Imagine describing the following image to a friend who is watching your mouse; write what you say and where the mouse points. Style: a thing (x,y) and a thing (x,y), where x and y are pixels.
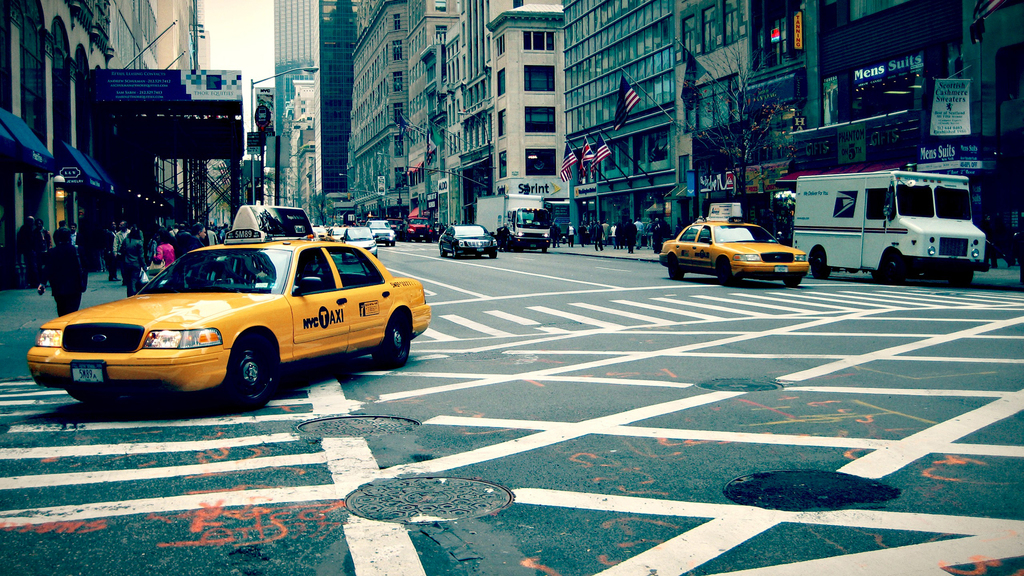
In this image we can see cars (327,287) travelling on the road (787,295), here is the vehicle (857,216), here are the flags (693,88), here are the buildings (556,85), here is the street light (304,71), at above here is the sky (248,72).
